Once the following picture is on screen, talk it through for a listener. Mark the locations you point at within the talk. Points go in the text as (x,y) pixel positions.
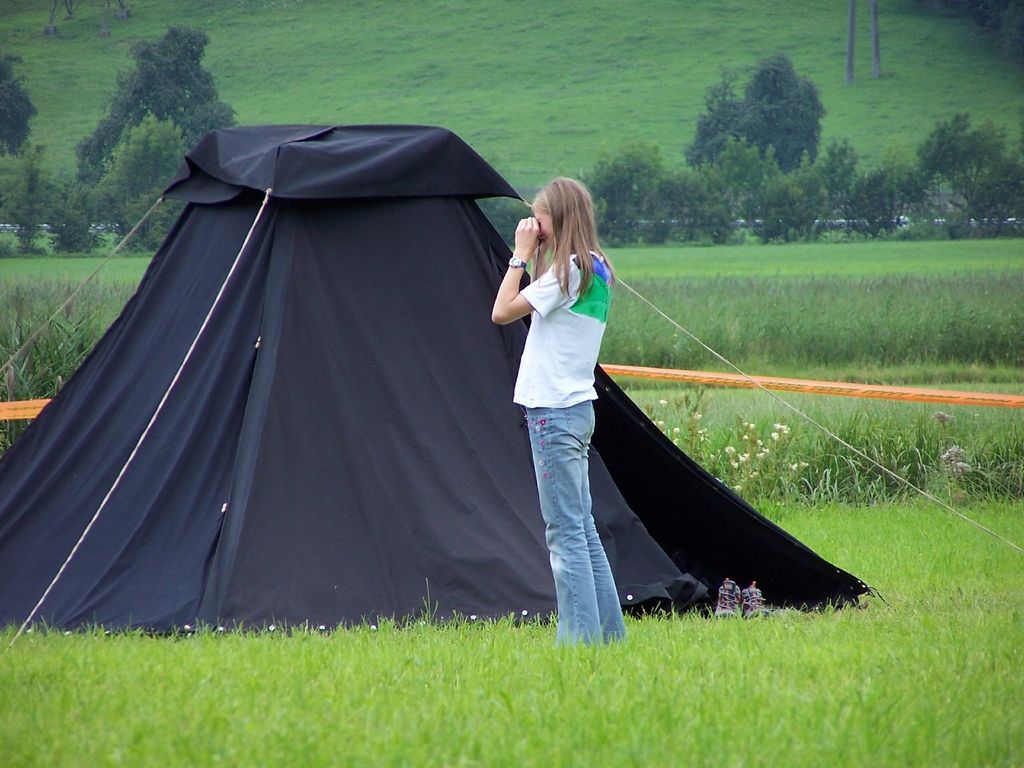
In the picture I can see a black color tent (305,469) and a woman (555,478) standing on the ground (582,740). In the background (846,393) I can see the grass (643,392), plants (626,348), trees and some other objects (817,384).
